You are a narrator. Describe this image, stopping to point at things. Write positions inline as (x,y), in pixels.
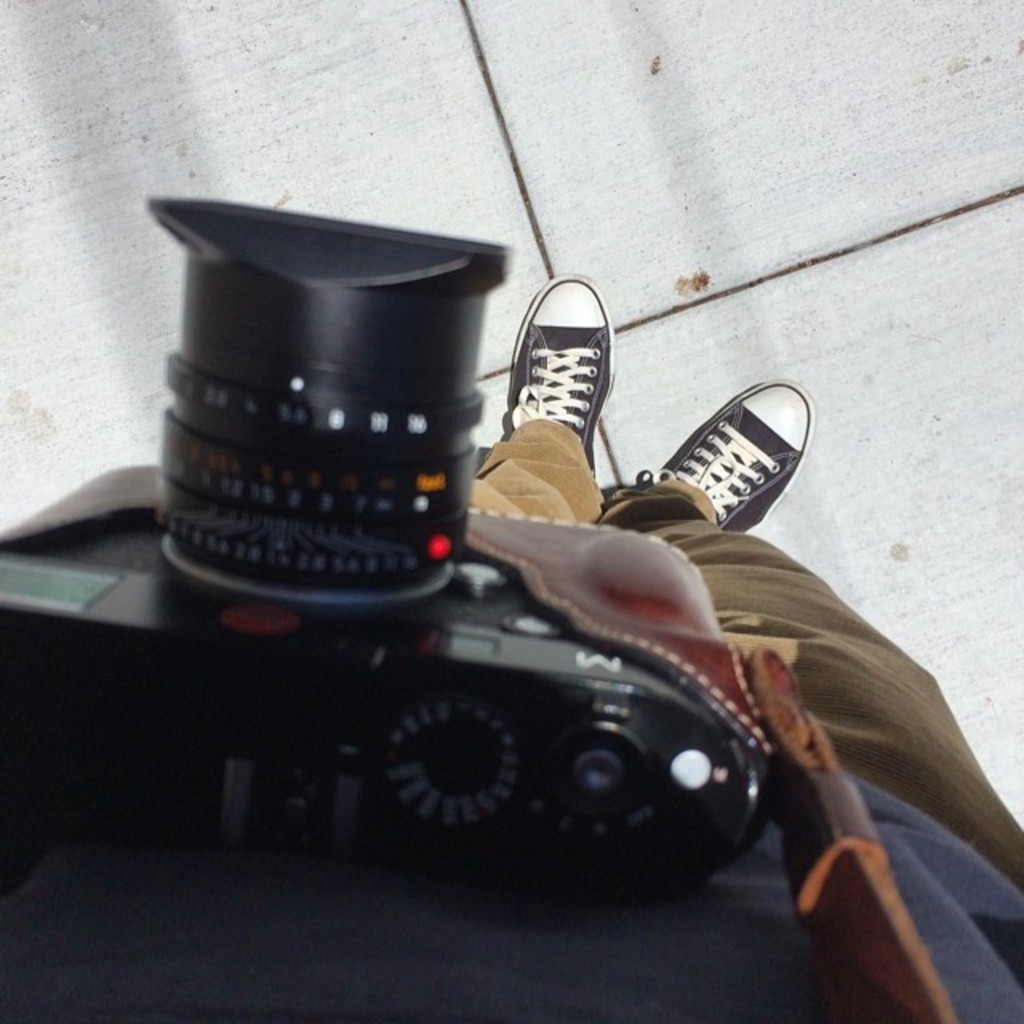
There is a person (563,368) standing on the surface (833,573) and we can see camera (708,775) with belt (821,887).
